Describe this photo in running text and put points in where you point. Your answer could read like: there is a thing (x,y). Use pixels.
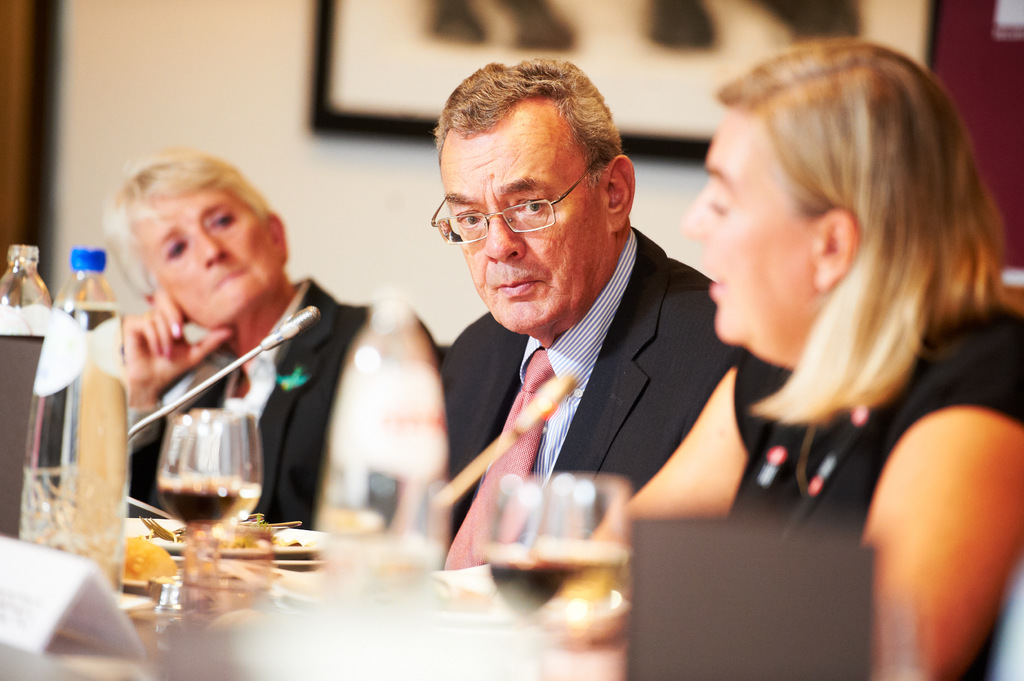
In this image we can see few people (626,408). There are many objects (236,581) on the table (262,664). There is a photo (591,59) on the wall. There is a microphone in the image.
